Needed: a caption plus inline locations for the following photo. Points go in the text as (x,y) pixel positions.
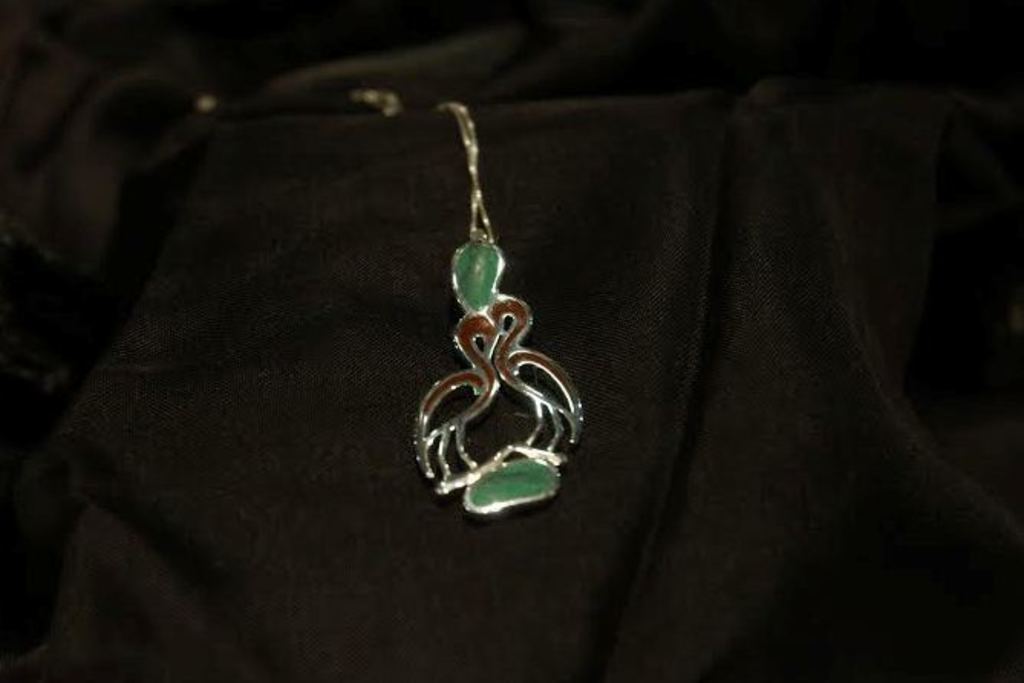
In this picture I can see a metal object (528,461). The background of the image (281,396) is dark.
